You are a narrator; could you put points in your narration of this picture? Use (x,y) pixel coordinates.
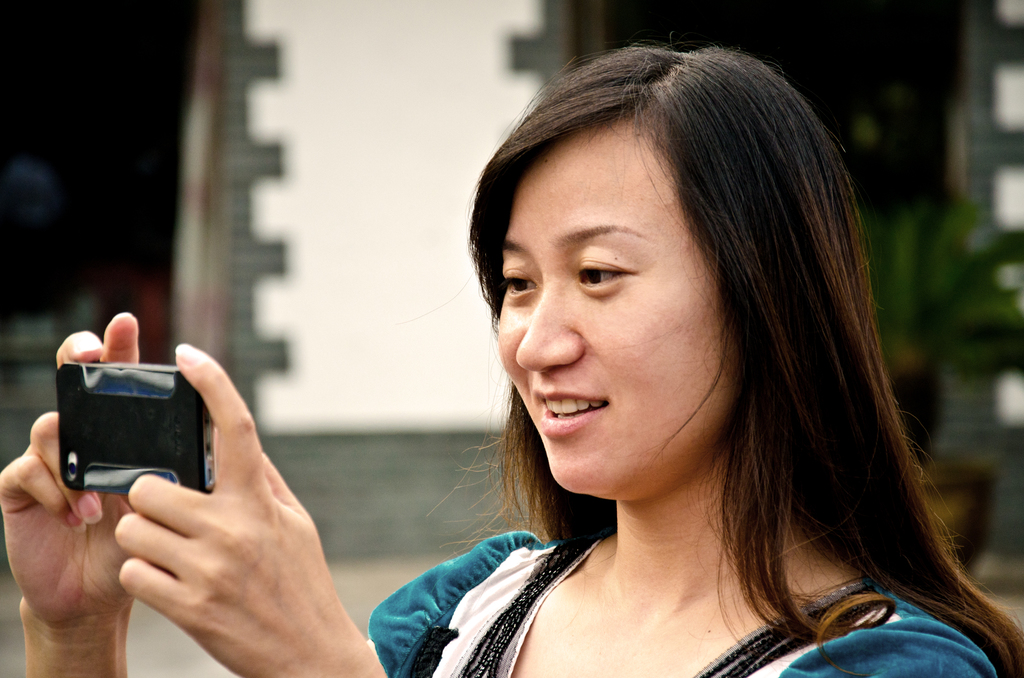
In this image we can see a woman (566,427) she is smiling and she is holding a mobile (83,461) in her hands (95,495).
